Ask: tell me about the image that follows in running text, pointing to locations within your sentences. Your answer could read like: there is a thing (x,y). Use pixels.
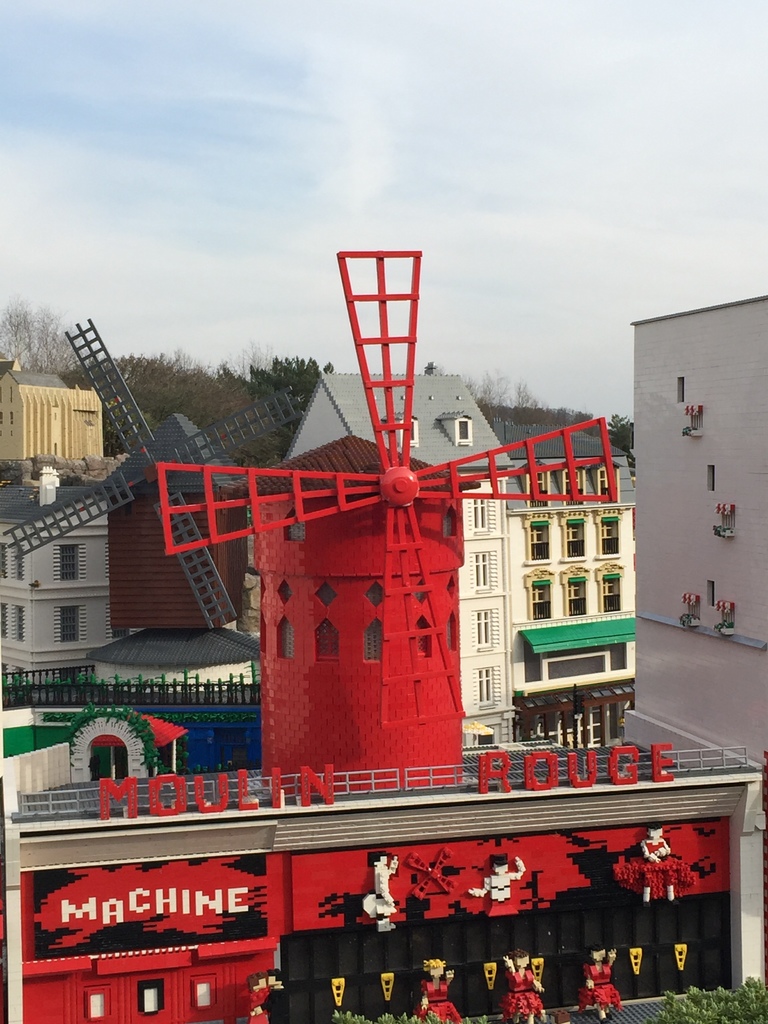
In this picture there is wind mill model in the center of the image (431,464) and there are other buildings (472,593) and trees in the background area of the image (442,454) and there are plants (718,1023) at the bottom side of the image (765,995).
